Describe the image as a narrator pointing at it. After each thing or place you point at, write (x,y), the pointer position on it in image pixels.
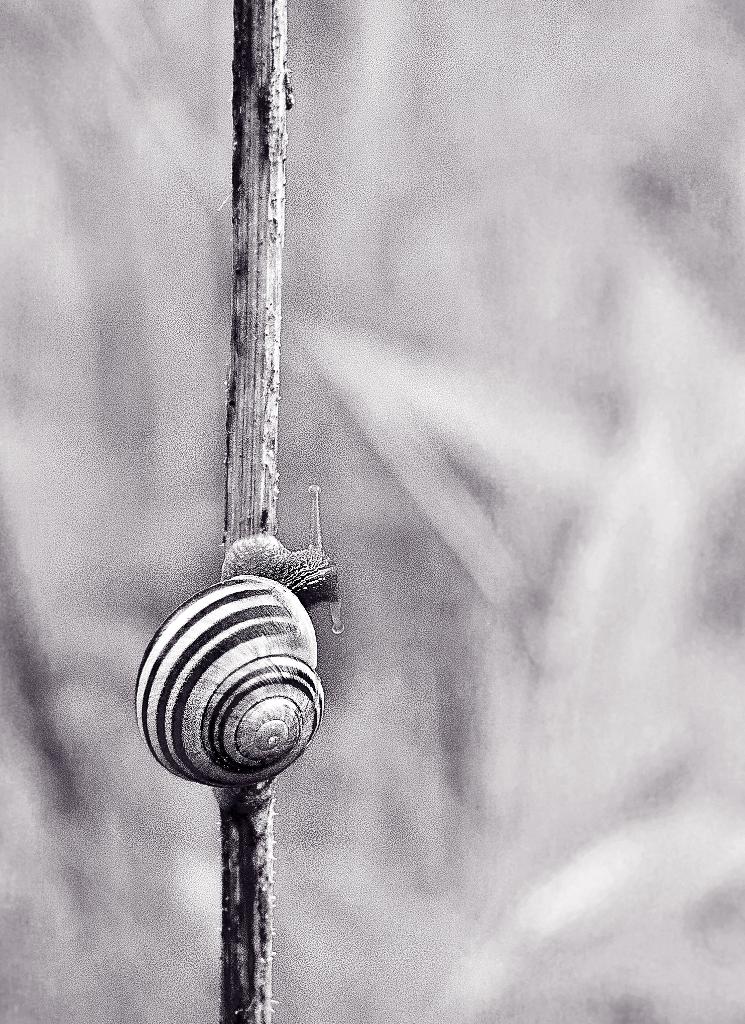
In this picture, we can see a snail (167,642) on an object (277,488), we can see the blurred background (48,811).
